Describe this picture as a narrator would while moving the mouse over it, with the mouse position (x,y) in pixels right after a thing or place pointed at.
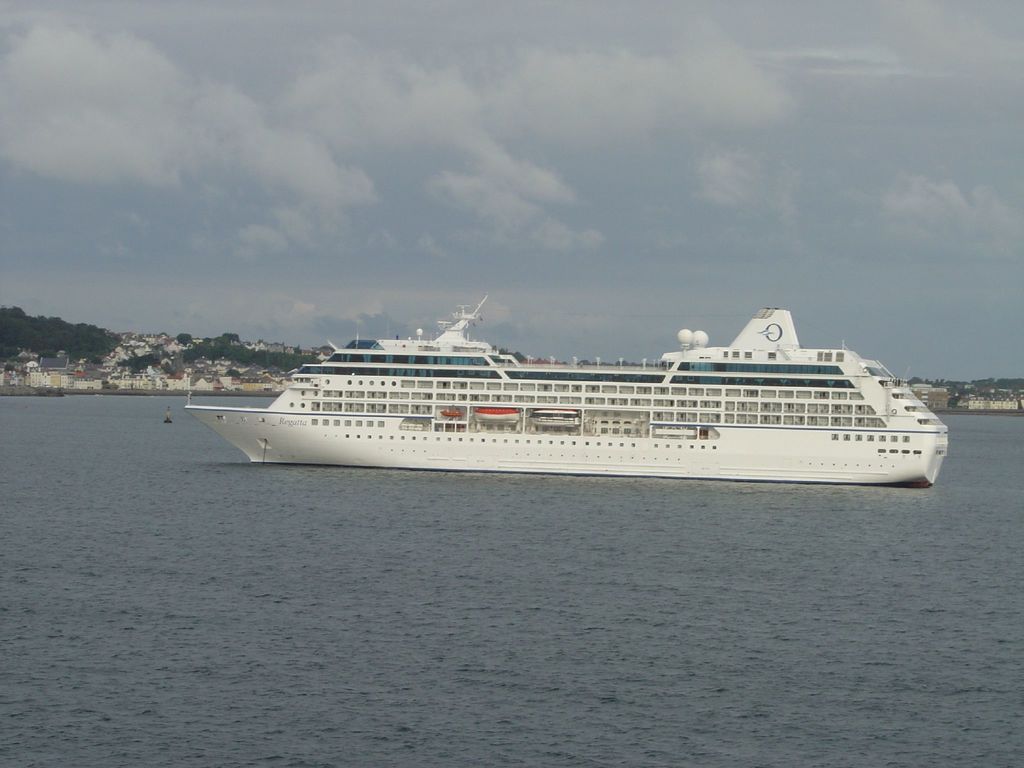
In the foreground of this image (490,461), there is a ship (544,461) on the water (413,589). In the background (202,344), there are buildings (184,379), trees (194,342), sky (651,146) and the cloud (607,103).
